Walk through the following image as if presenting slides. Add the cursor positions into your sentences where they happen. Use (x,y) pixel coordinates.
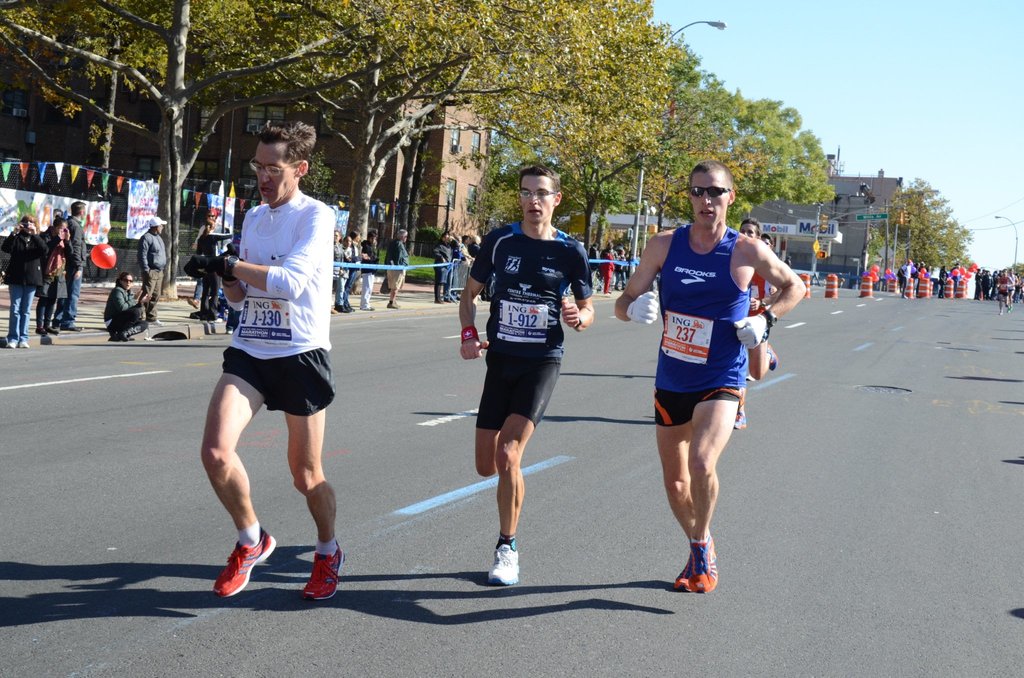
This image is clicked outside. There are trees (605,138) at the top (686,176). There are buildings (808,215) in the middle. There are so many persons (23,260) standing in the middle (358,255). In the front (243,548) there are three persons (281,216), who are running. There are lights (898,220) at the top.
